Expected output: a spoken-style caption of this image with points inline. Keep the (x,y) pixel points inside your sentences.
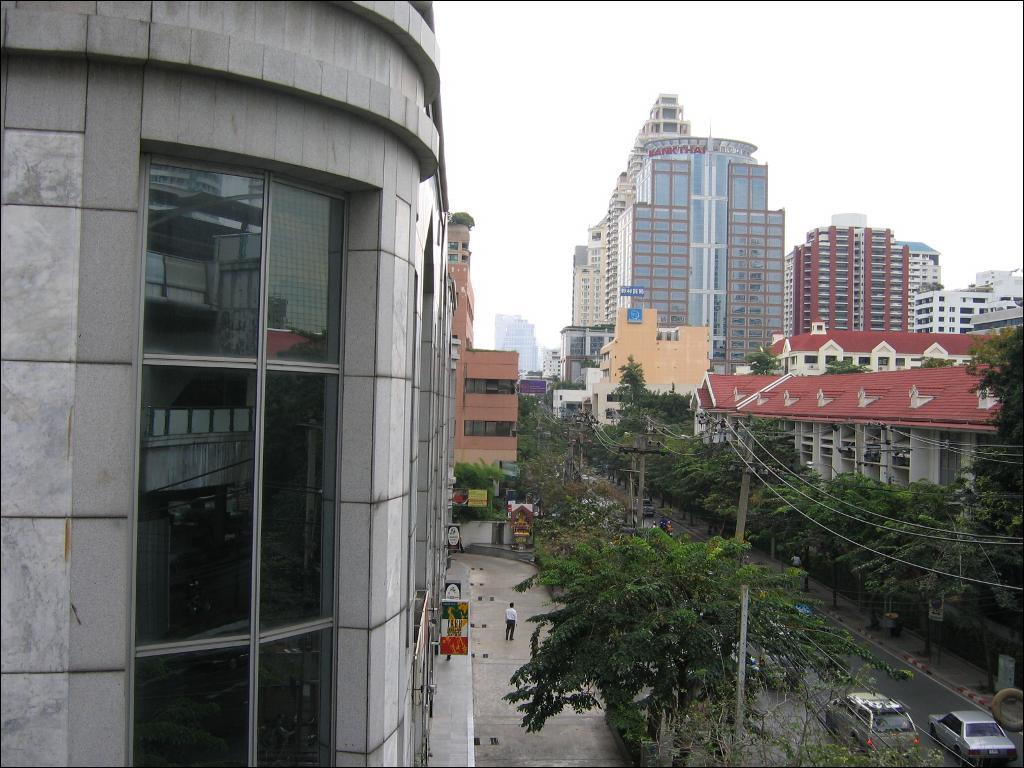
In this image we can see the buildings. We can see the vehicles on the road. And we can see the poles (639,451), trees (774,513) on either side of the road (616,478). And at the top (807,38) we can see the sky (807,38).
